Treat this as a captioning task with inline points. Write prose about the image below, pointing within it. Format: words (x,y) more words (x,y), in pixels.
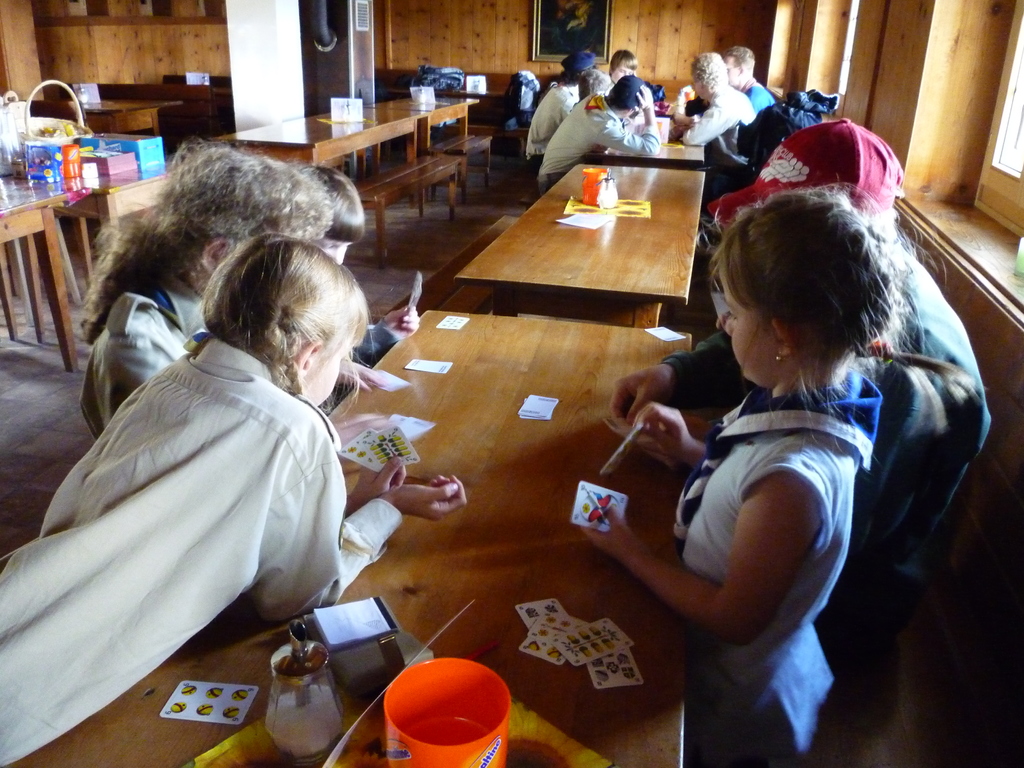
In the image, there are many tables (551,216) and benches (534,196), on the first table (478,504) there are five people (281,546) sitting they are playing cards (377,455), to the left side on the table (23,206) there are some snacks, in the background (684,29) there is a wooden wall (676,15) and a photo frame (555,28) to the wall (525,11).
